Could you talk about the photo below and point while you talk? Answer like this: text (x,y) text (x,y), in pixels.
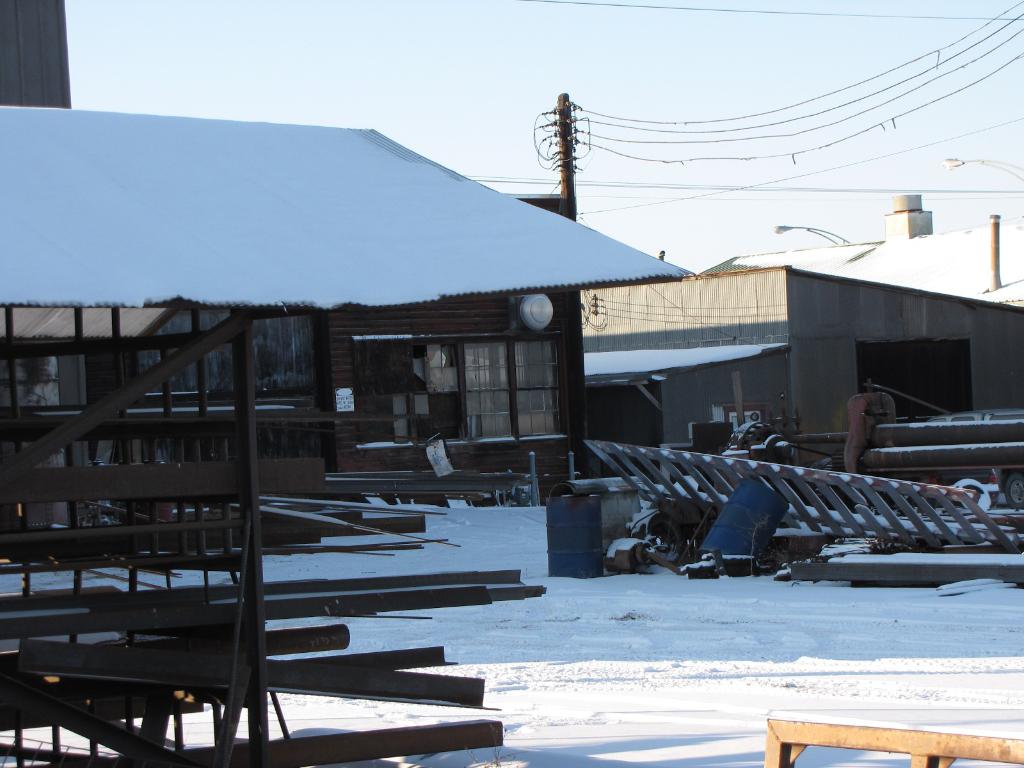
In this picture we can see few buildings (468,377), poles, cables (708,158), lights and snow (512,559), on the right side of the image (955,421) we can see a vehicle (1013,484), also we can find few metal rods (360,526).
